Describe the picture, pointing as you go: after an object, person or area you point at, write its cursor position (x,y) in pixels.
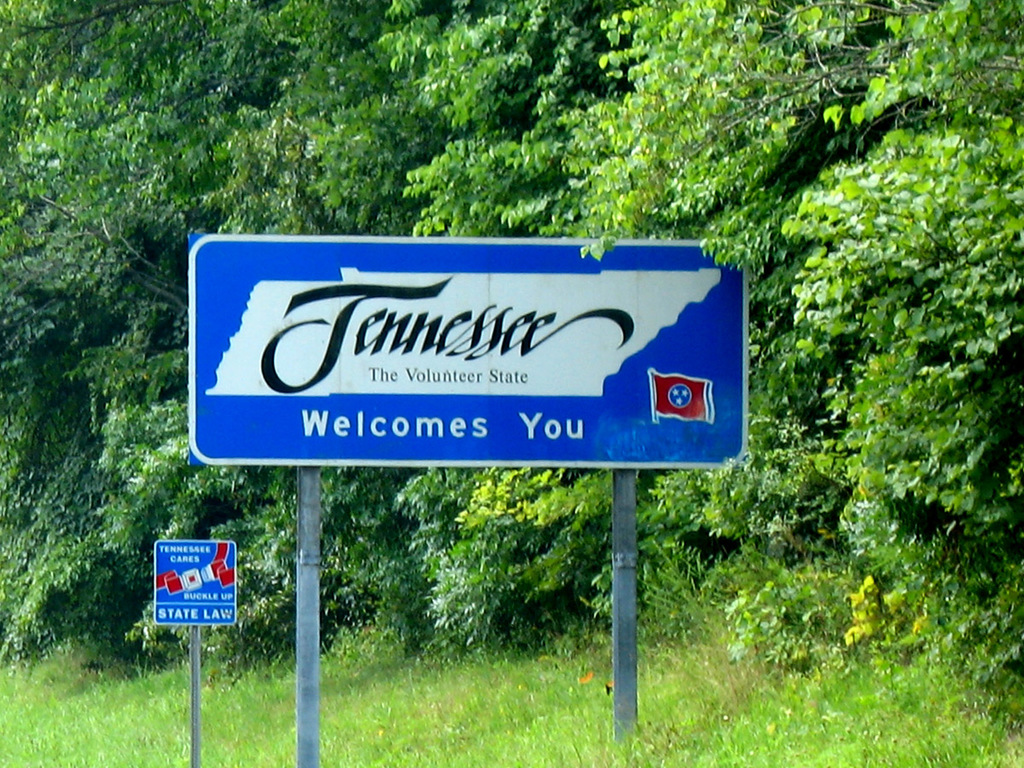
In this image we can see the sign boards (402,460) with some text (384,435) on it. We can also see some grass (822,673) and a group of trees (936,366).
